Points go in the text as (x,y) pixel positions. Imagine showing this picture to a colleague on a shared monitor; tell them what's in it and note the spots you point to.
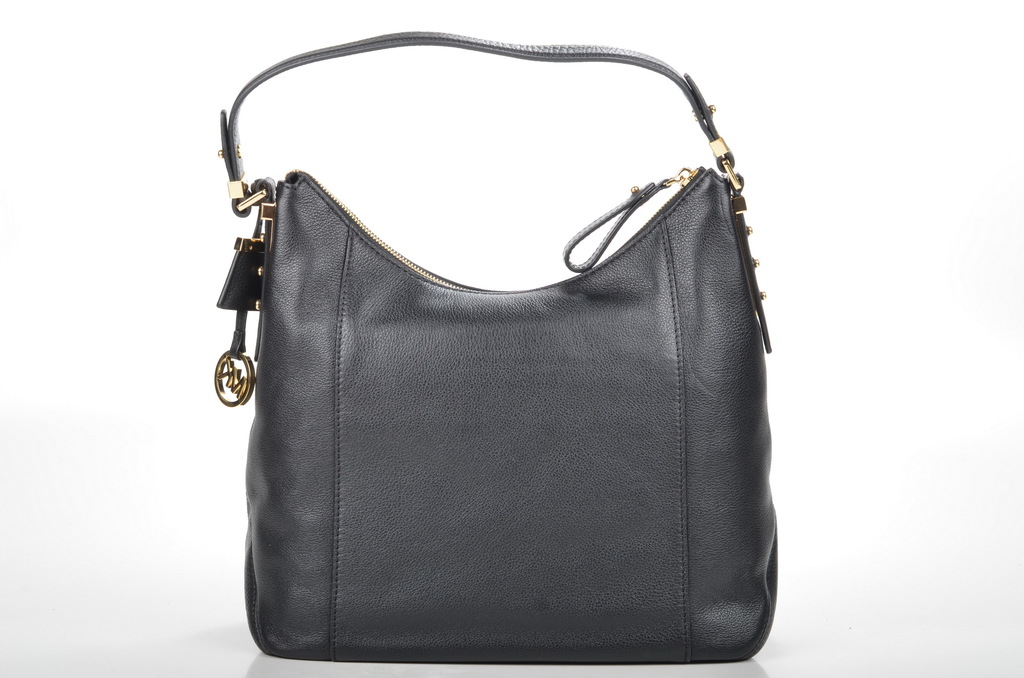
There is a bag (486,413) in the picture. The bag (593,326) is black in color. There is a strap (390,37) attached to the bag (357,454). There is a logo (252,378) attached to the strap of the bag (600,315). on which it is written MK.
